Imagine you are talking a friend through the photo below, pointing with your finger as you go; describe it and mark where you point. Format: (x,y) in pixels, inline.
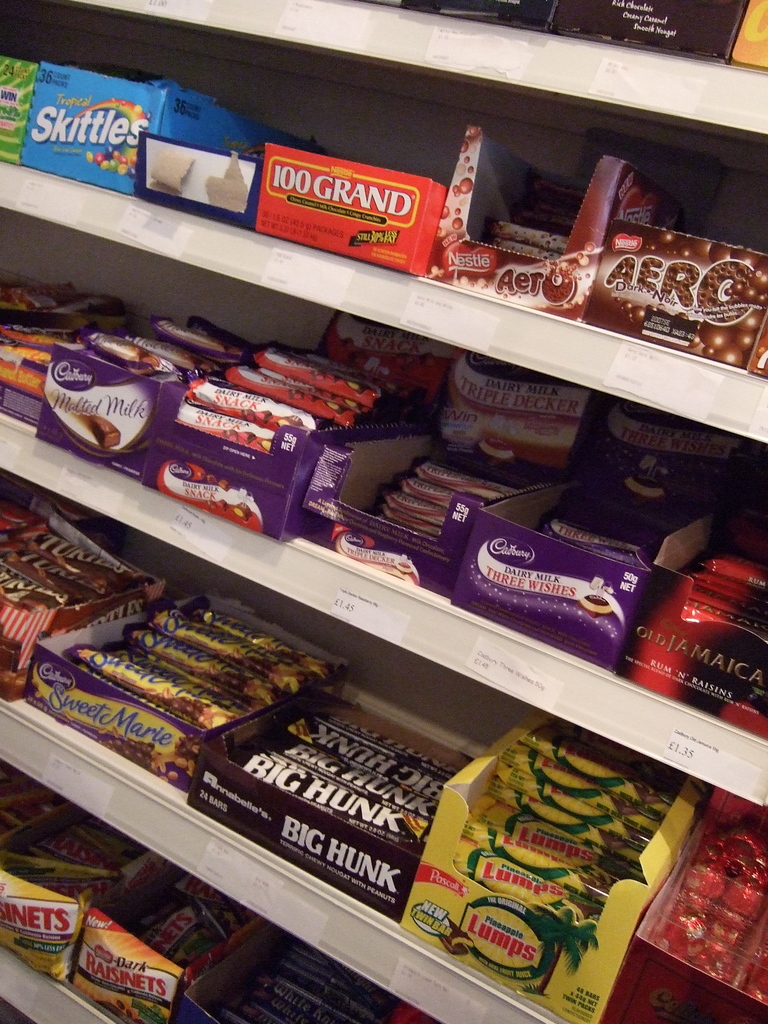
In this image I can see few chocolates (442,784) in the cardboard boxes (504,743) and these are on the white color rack (319,599).
